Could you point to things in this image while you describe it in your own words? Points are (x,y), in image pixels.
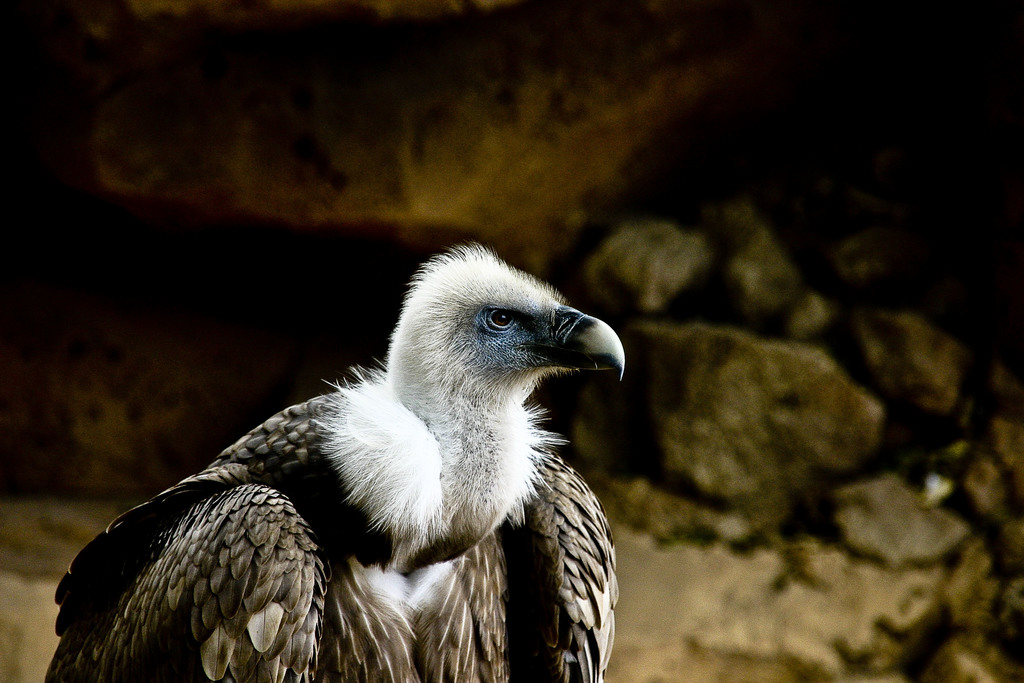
In this image we can see a vulture (334,518). In the background (1001,658) there are stones (671,604).
